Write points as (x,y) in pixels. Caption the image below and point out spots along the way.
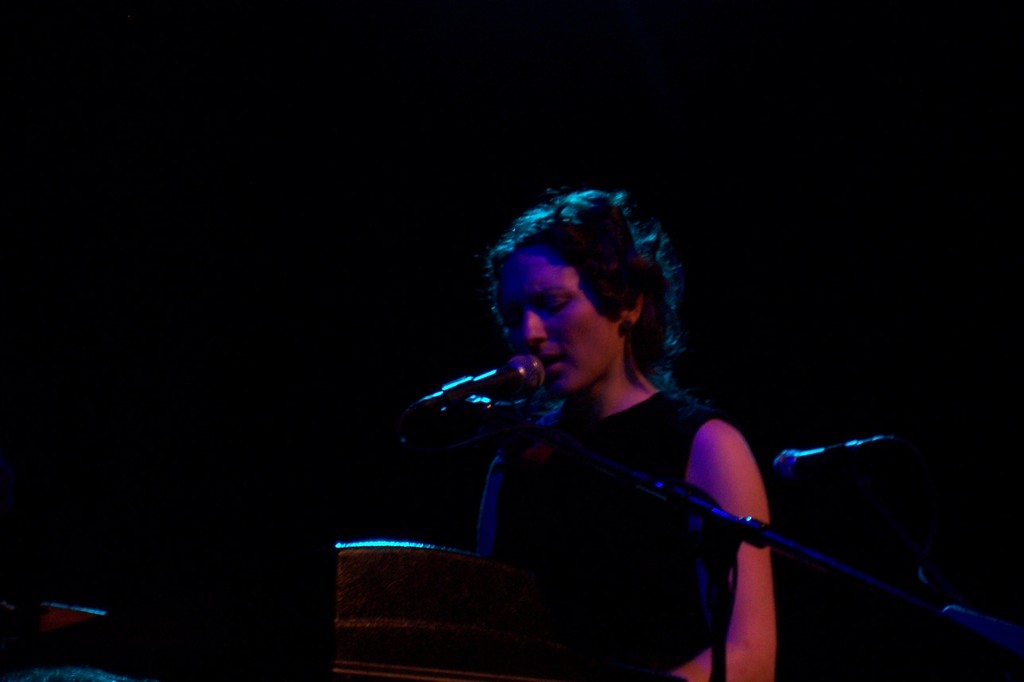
In this image, in the middle (647,362), we can see a woman (769,576) standing and singing in front of a microphone (539,367). On the right side (851,446), we can see a microphone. In the background (191,449), we can see a black color.
